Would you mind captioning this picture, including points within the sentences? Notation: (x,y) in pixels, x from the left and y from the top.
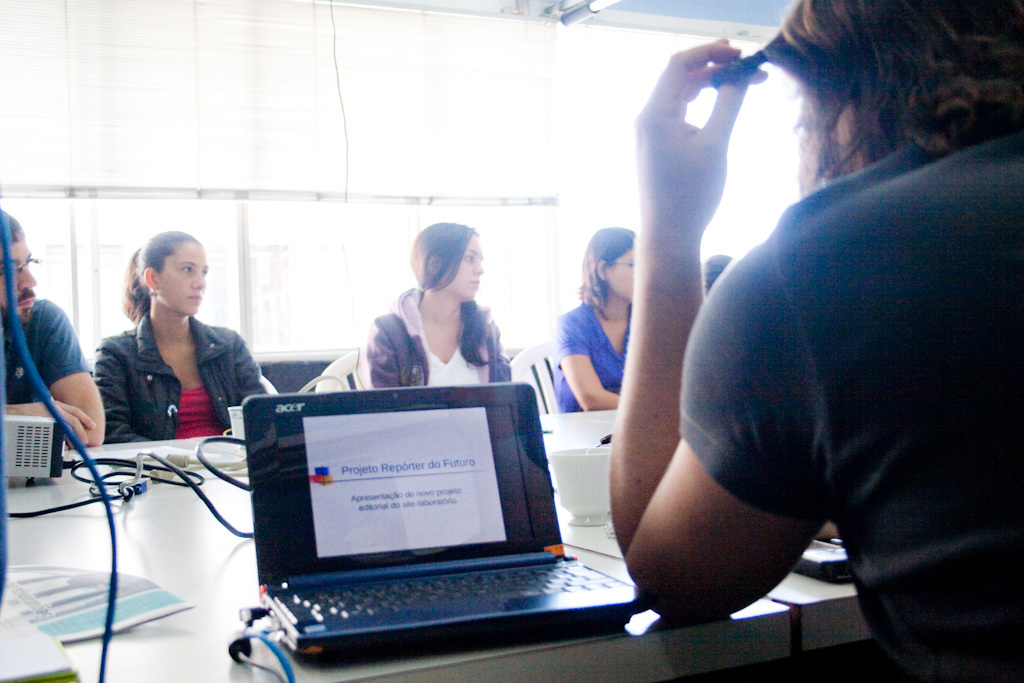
In this image we can see a few people (469,298) sitting on the chairs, in front of them there is a table (237,544), on the table (225,496), we can see some objects (335,542) likes cables (205,496), laptop (480,527), cup (577,452) and other, in the background (482,83) we can see the wall (481,111).
